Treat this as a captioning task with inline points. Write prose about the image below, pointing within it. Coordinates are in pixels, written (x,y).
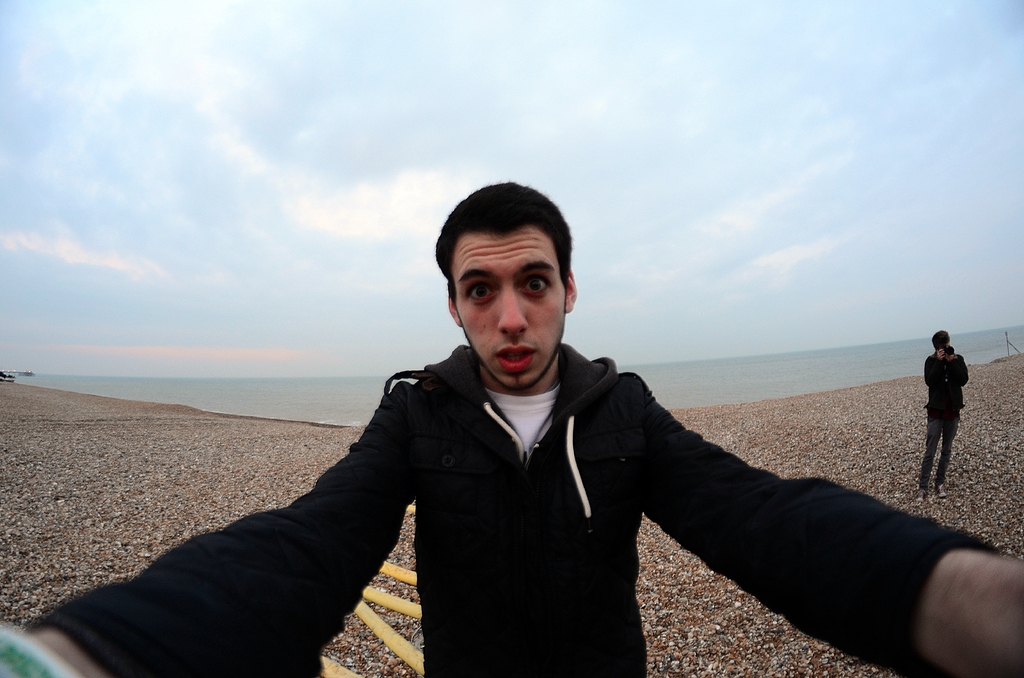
In the picture we can see a man (539,664) taking his selfie and far away on the right hand side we can see a person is standing with a camera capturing something and in the background (60,171) we can see the sky (376,229) with clouds (219,272).
